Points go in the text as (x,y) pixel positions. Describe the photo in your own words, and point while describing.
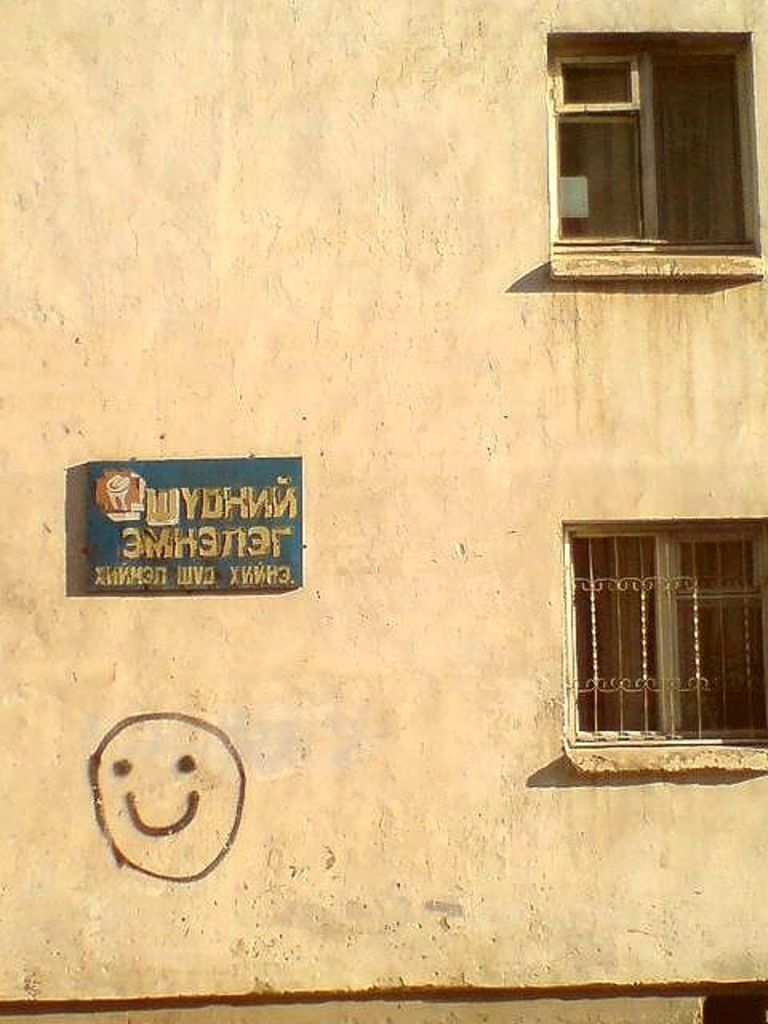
In this image there are windows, board (117,475) and there is a drawing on the wall (402,948).
